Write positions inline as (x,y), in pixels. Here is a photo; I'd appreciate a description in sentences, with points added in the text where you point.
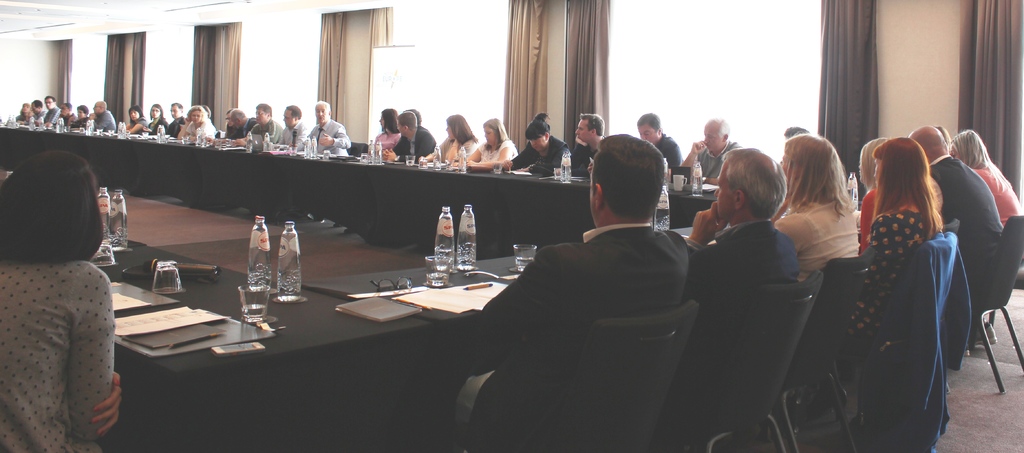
This is the picture in which group of people (7,180) sitting in the chair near the table (279,163), another group of people (281,137) sitting in the chair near the table (466,345) and in table (404,335) there are files (195,330), papers (133,299), bottles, glass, spectacles (378,289).
